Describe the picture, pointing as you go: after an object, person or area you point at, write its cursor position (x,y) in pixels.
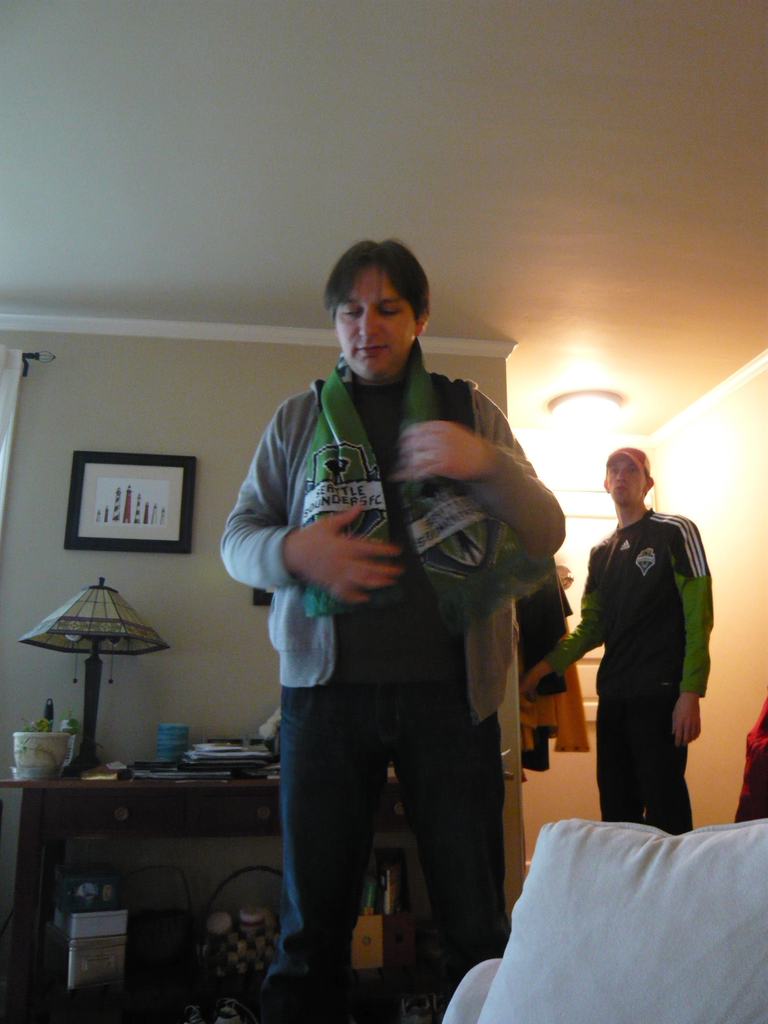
This is the inside picture of the room (76,153). In this image in front (711,1010) there is a pillow (556,881). Behind the pillow (765,916) there are people (678,679). There is a table (91,783). On top of it there is a lamp (95,739). There is a flower pot (59,760) and a few other objects (149,775). In the background of the image (177,375) there is a photo frame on the wall (177,385). There are clothes (544,636) hanged to the wall (539,777). On top of the image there is a light (590,396).
